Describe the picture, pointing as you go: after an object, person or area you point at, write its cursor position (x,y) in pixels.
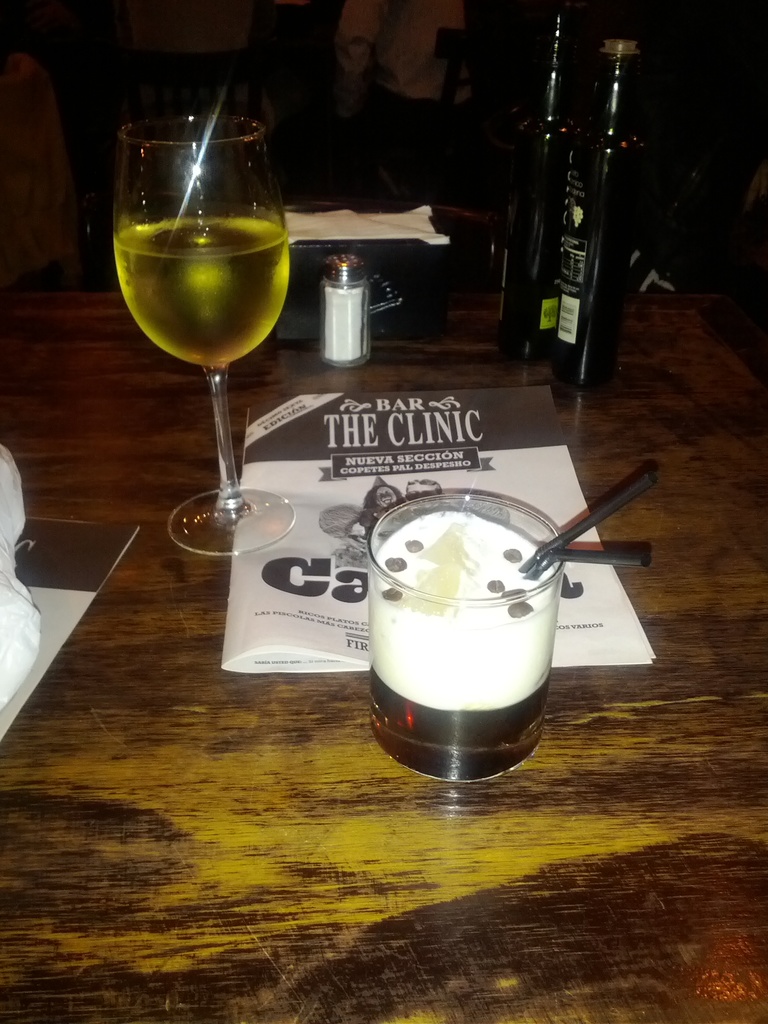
This is a table (330,810). A wine glass (244,505) with wine (207,350), salt bottle (347,334), book (377,437), a small glass (394,575) with some food item (461,571) inside it. I think this is a straw (606,516) which is black in color, these are the wine bottles (571,261) placed on the table (707,500).
